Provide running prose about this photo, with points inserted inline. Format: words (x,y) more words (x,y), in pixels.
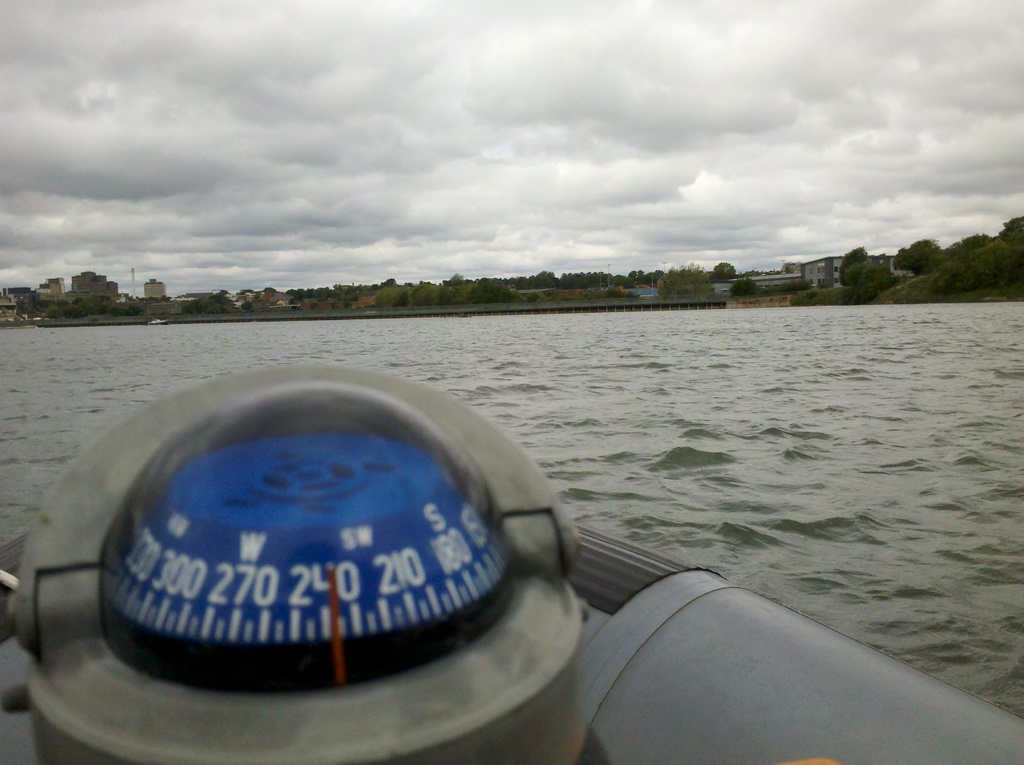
In this image in the foreground (303,393) we see a compass (515,589) and in the middle (462,380) there is a water (785,451) and background (648,76) is cloudy.
